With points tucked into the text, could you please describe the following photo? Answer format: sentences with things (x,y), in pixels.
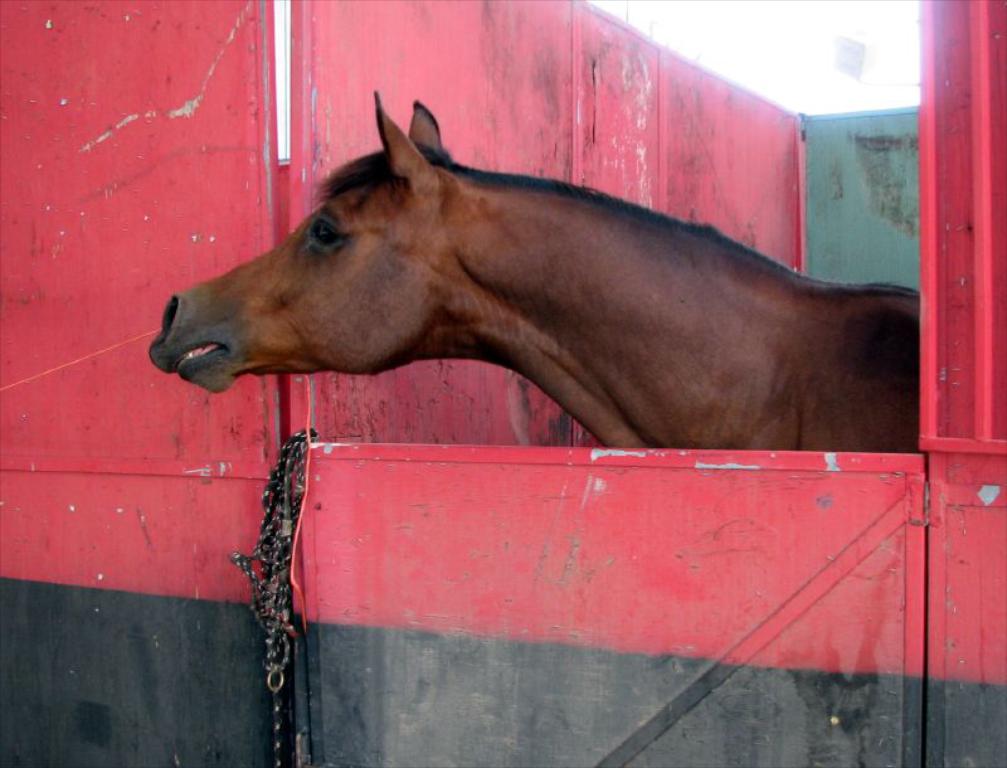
This picture shows a horse (911,299) in the stable (112,459), We see a door (453,668) with a chain (274,494). It is brown in color.
